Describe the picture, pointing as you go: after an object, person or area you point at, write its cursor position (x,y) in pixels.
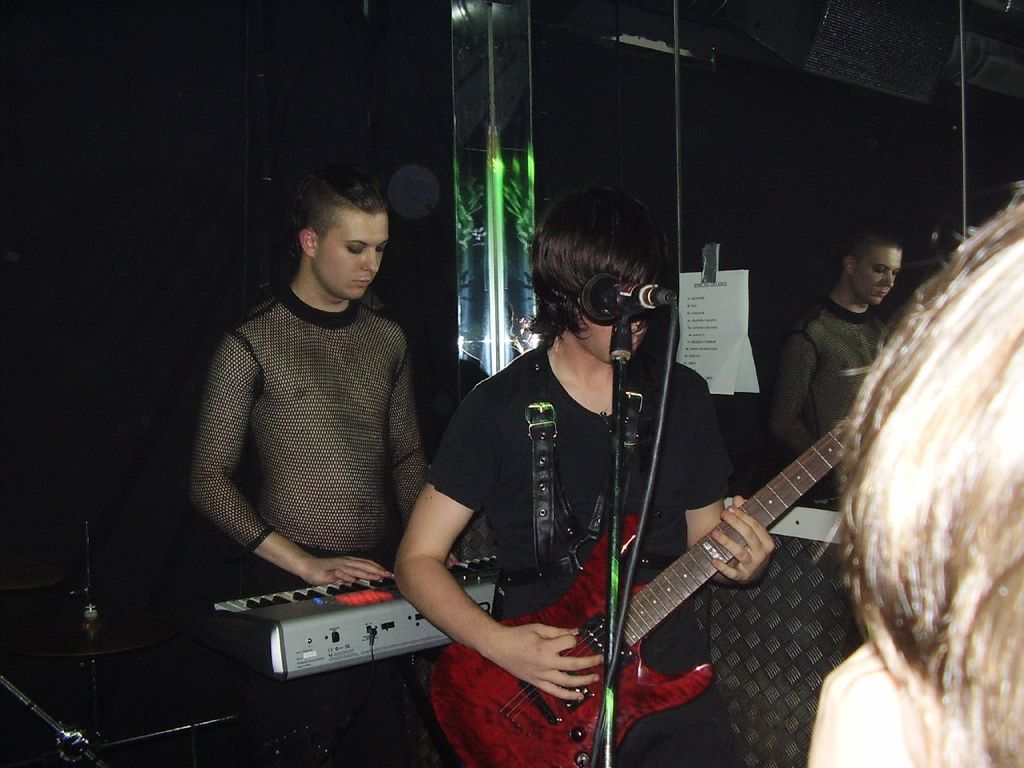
In this image a person (564,533) is holding a guitar (578,670). Before him there is a mike stand (616,468). Behind him there is a person (324,424) standing. He is playing the piano (292,613). Right side (978,509) there is a person (965,504). Right side (860,204) there is a mirror (772,72) having the reflection (841,327) of a person (844,342). A poster (734,371) is attached to the mirror (773,229). Left side (117,623) there is a musical instrument (29,651).
